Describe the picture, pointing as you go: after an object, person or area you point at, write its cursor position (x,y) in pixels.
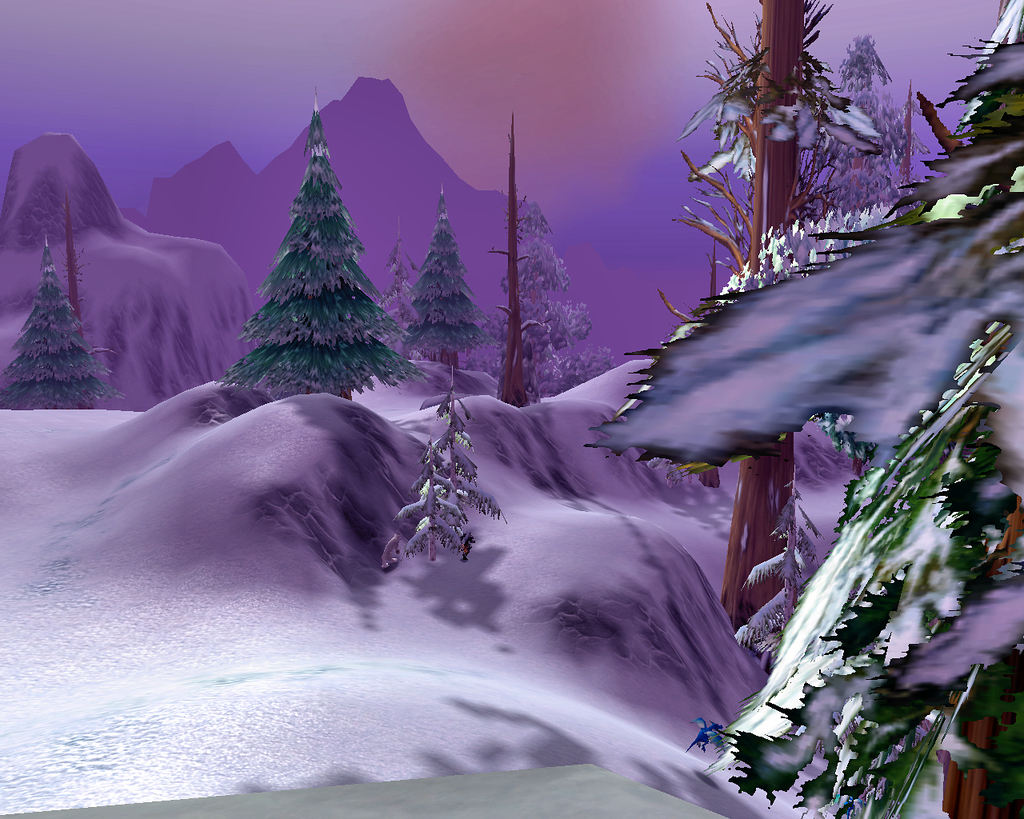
By seeing image we can say it is an animated picture. In the foreground (434,735) we can see snow (160,687). In the middle of the image (367,308) we can see trees (277,331) which are similar to a Christmas tree (311,359). On the top of the image (372,121) we can see snow mountains (30,149).
